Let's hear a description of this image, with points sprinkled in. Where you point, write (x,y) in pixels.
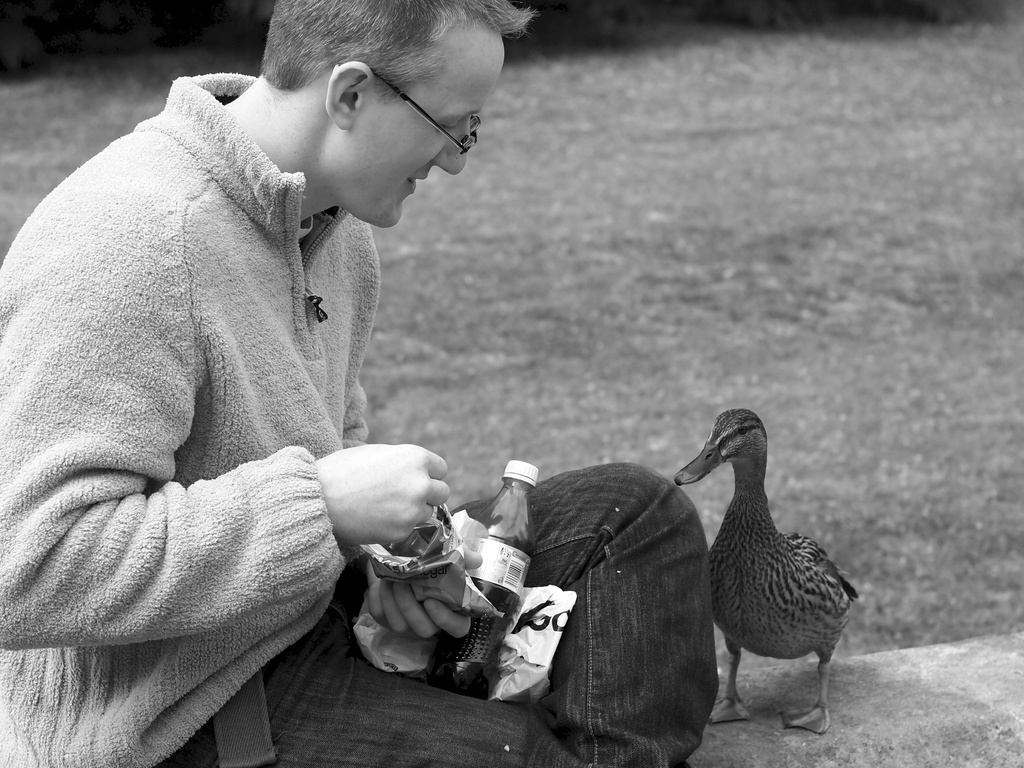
In the picture we can see a man (177,253) sitting on the floor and holding something in his hand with the bottle of drink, and near to him there is a bird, a man (217,266) is wearing a sweater (67,258) and black pant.
